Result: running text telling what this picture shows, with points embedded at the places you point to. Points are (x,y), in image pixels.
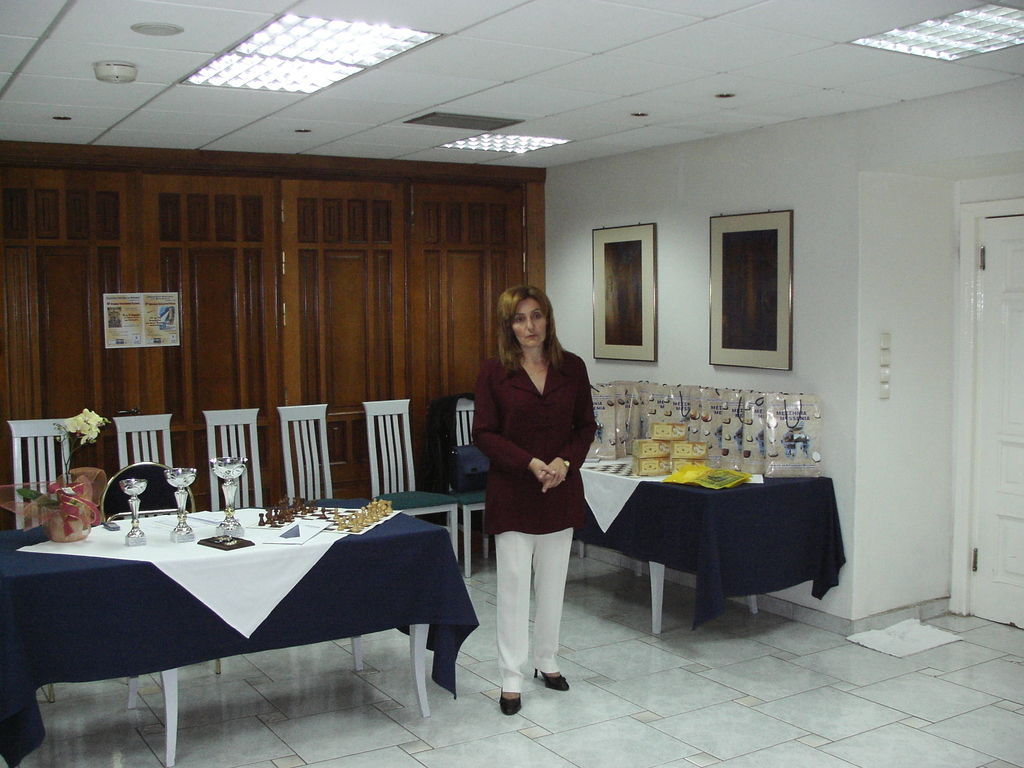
In this picture, there is a floor (778,730) which is white color, there are some tables (87,659) which are covered by blue color clothes (451,594), on that table (182,577) there are some white objects (188,531), in the middle (513,428) there is a woman (516,612) she is standing, in the right side (785,454) there are some color bags (719,429) kept and there are some yellow color box (665,459) kept, in the background (24,269) there are some brown color doors (242,262), in the right side (926,206) there is a white color wall (665,297) on that there are some black color pictures (768,303), there is a white color roof (472,48).
